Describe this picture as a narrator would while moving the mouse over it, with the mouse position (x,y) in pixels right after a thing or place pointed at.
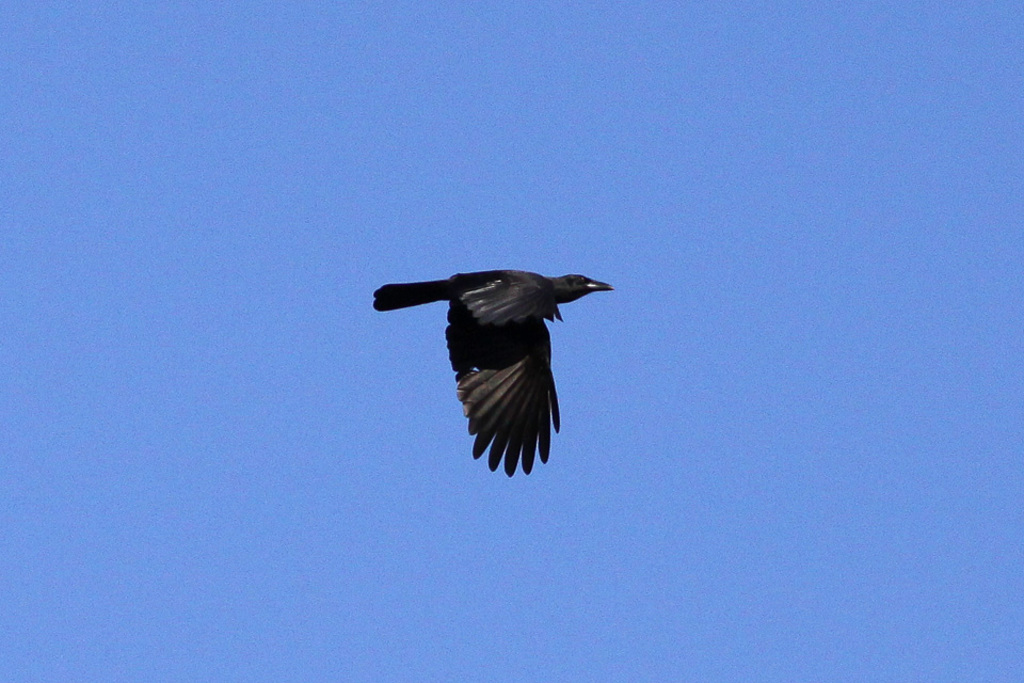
In this image there is a bird (504,325) flying in the sky (574,355).
